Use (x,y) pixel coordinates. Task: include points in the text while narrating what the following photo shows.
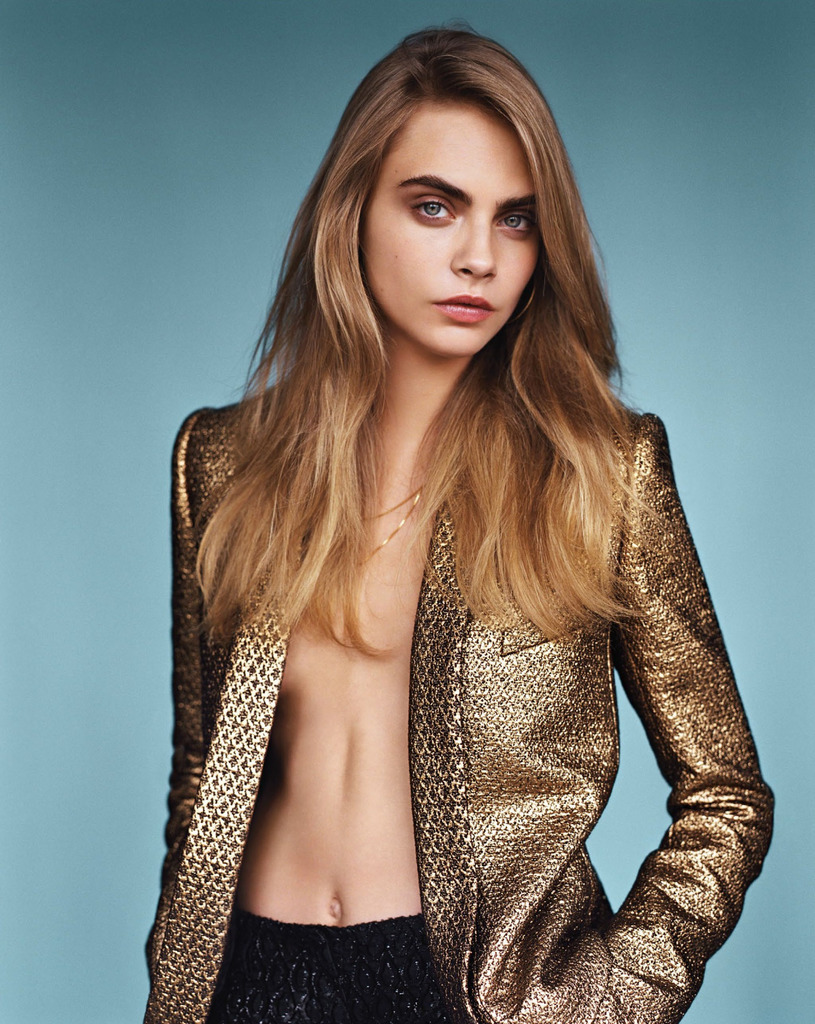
In this picture we can see a beautiful woman (185,968) wearing a jacket (555,715) and she is giving a pose.
